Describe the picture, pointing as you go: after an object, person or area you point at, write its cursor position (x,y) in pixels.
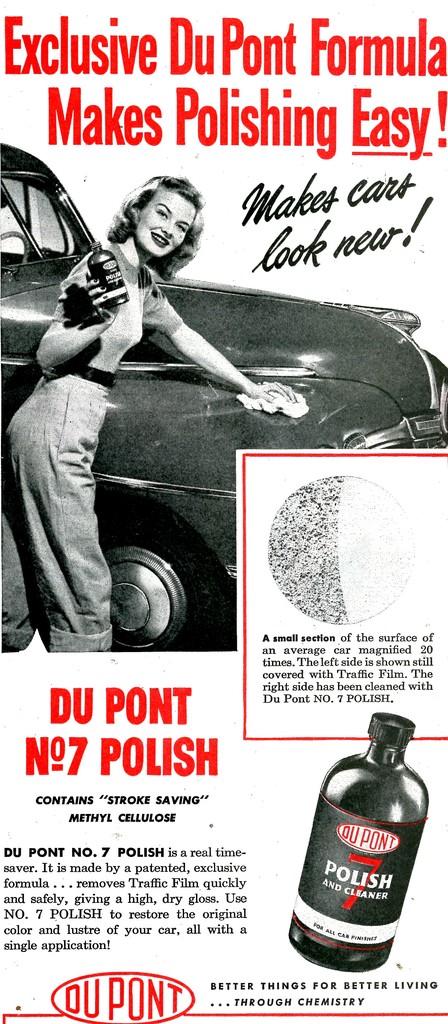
This is a poster (259,788) we can see texts (204,743) written on it at the top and bottom and there is a bottle picture (372,804) at the bottom (369,809) and we can see a black and white picture (137,281) where a woman (131,306) is holding a bottle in her hand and cleaning the vehicle (248,372) with a cloth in her other hand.
